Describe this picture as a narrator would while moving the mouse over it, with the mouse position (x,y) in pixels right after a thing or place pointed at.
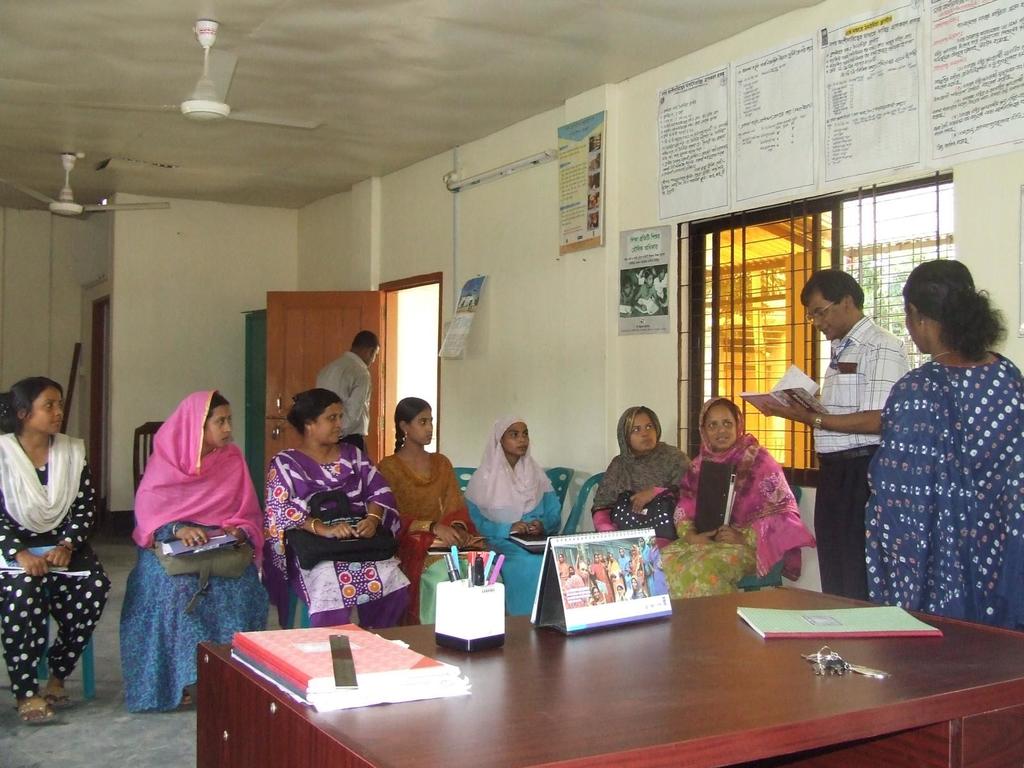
In this image i can see a group of women (525,490) sitting on a chair (550,474) there is a man (819,444) standing and holding a book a woman (933,446) standing here, on a table (692,630) i can see two books (436,675) and a calendar (656,581), at the back ground (307,326) i can see a man (343,369), a door (319,340) and a wall (217,308) at the top (201,114) i can see a fan (197,95).
